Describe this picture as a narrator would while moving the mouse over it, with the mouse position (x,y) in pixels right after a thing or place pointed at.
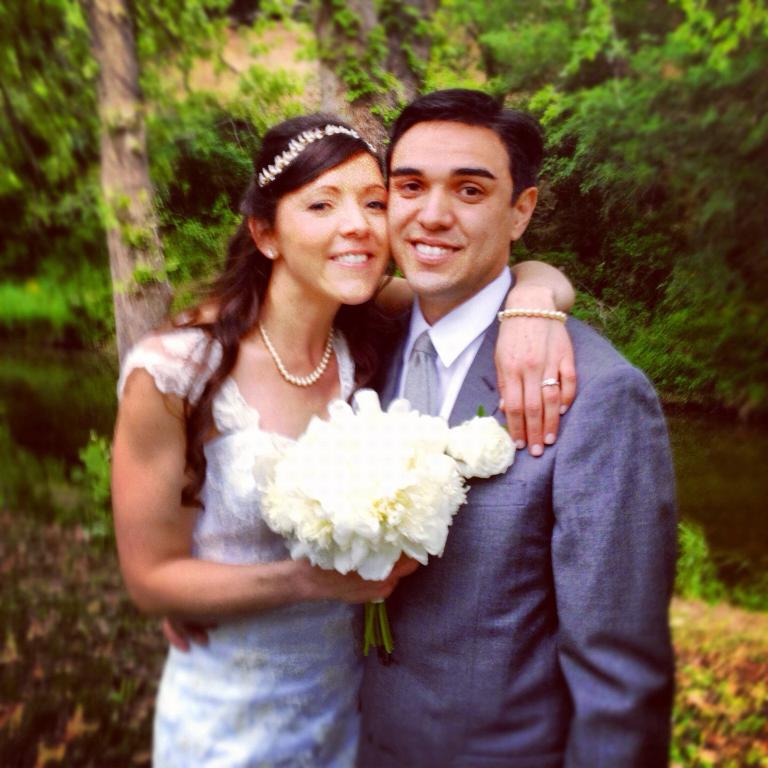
On the left side (180,347), there is a woman (304,192) in a white color dress (208,448), smiling, holding a white color flower bouquet (361,524) and keeping the other hand (506,379) on the shoulder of the person (441,143) who is smiling and is standing. In the background (653,119), there are trees (652,119).
